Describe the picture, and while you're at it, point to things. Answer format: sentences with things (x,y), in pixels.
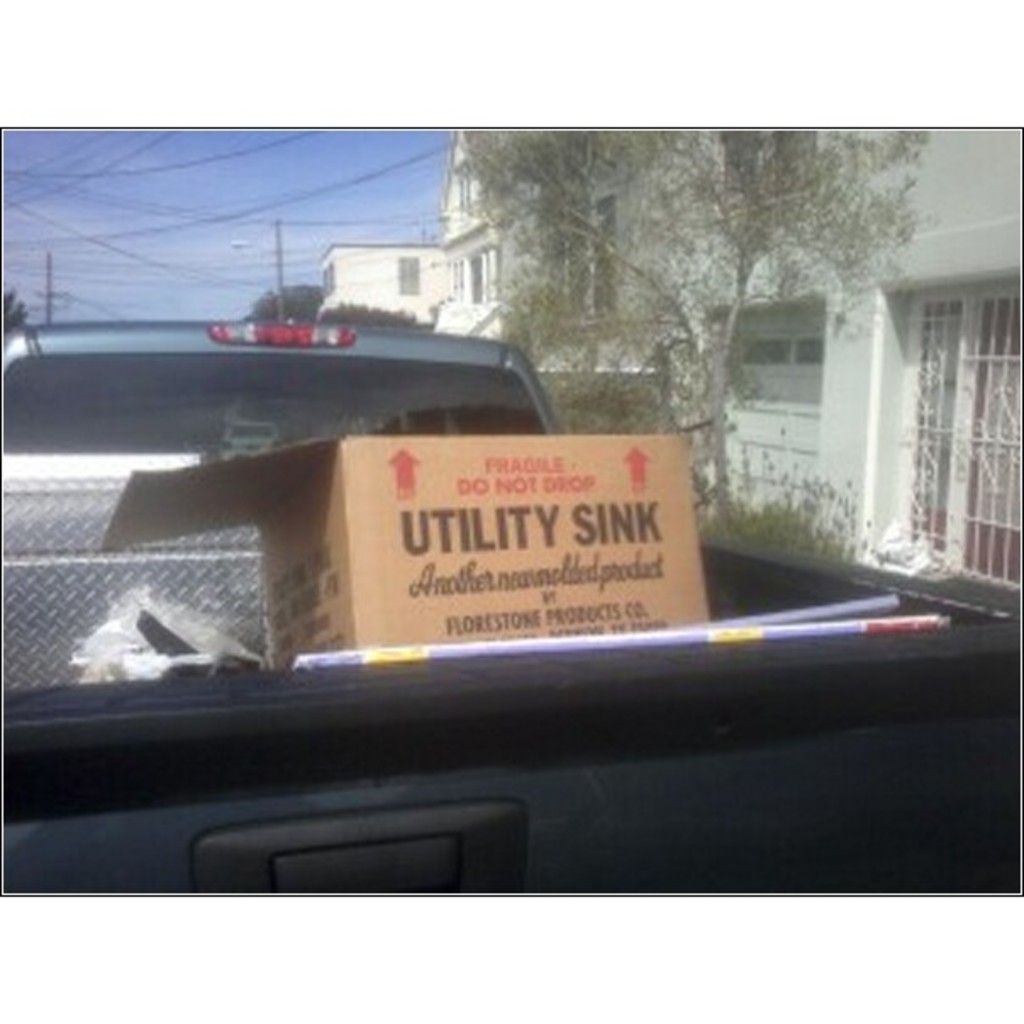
In this image I can see the cardboard box (370,452) and few objects (232,604) inside the vehicle (197,437). Back I can see few buildings (454,251), windows (475,256), trees (765,247), poles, wires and sky (202,179) is in blue color.
